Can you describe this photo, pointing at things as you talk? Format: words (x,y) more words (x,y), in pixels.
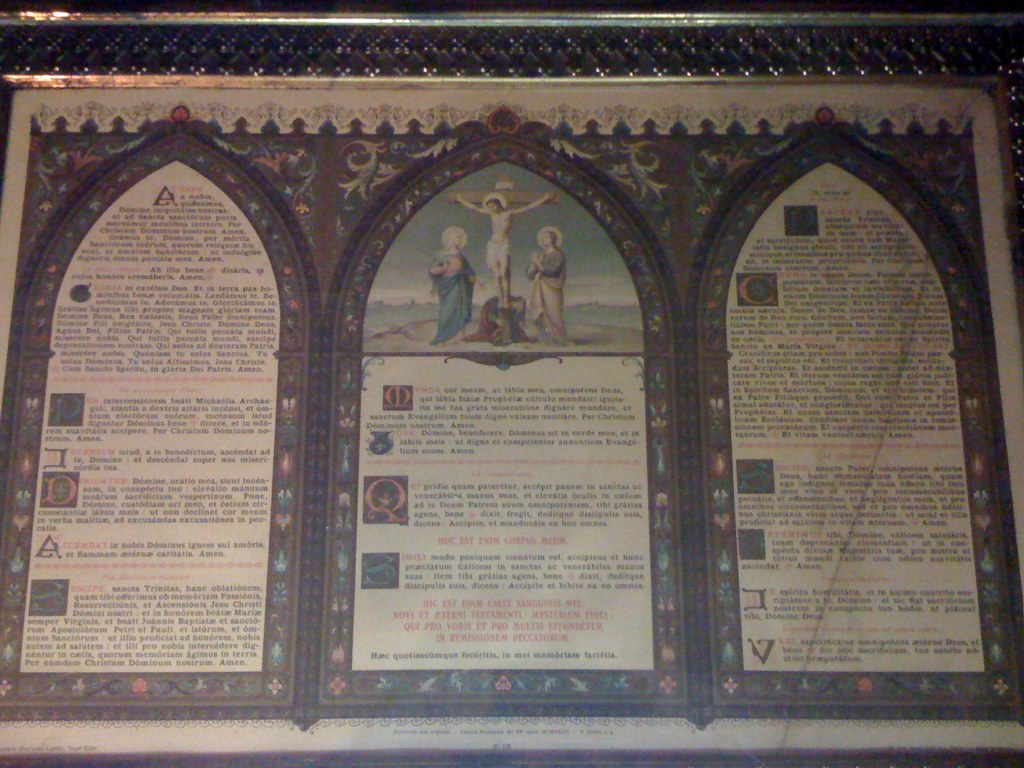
There is a photo frame (374,35) having three posters (117,451) which are having images (539,175) and texts (103,337). And the background of these posters (100,355) is white in color.
